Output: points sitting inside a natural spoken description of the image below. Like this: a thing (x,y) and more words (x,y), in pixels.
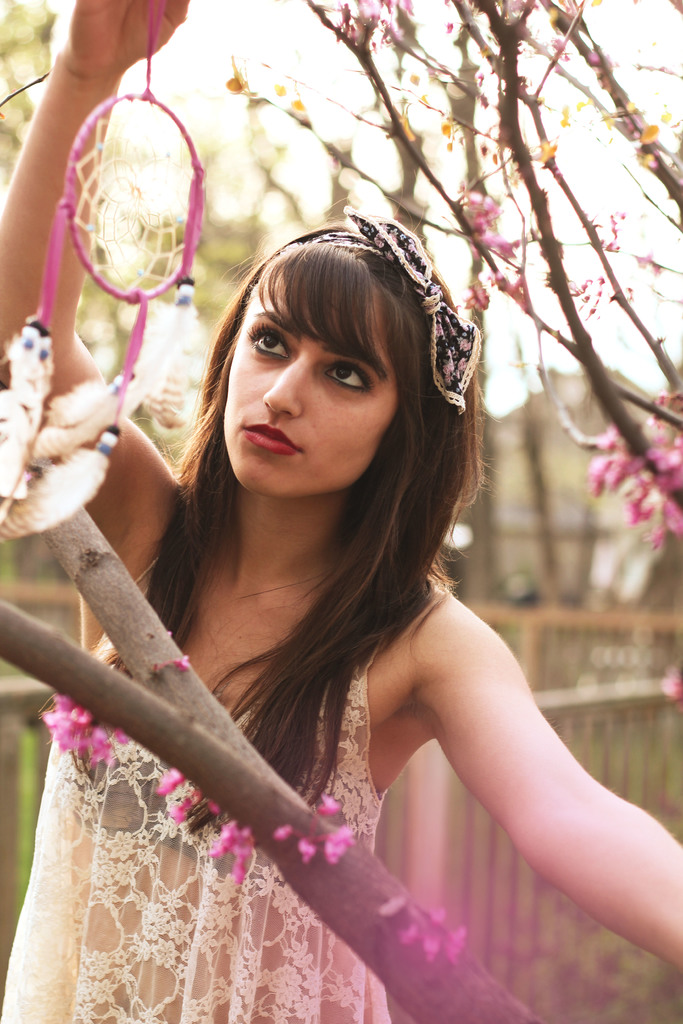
In this picture, there is a woman (207,954) wearing a white top (155,899). She is holding an object (152,343). Before her, there is a branch (434,959). On the top (329,24), there is a tree (662,466) with purple flowers (478,302).
